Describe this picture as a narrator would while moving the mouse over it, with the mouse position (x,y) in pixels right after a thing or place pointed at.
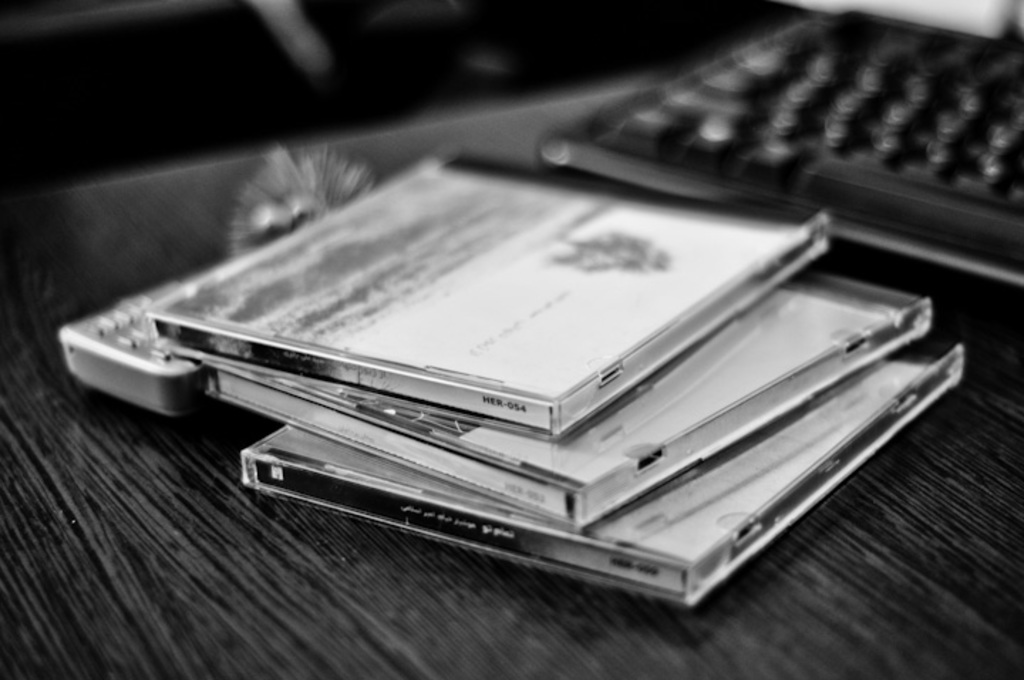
In this image there is a keyboard (823,157), remote (128,313) and other objects (409,466) on the table (362,659).
